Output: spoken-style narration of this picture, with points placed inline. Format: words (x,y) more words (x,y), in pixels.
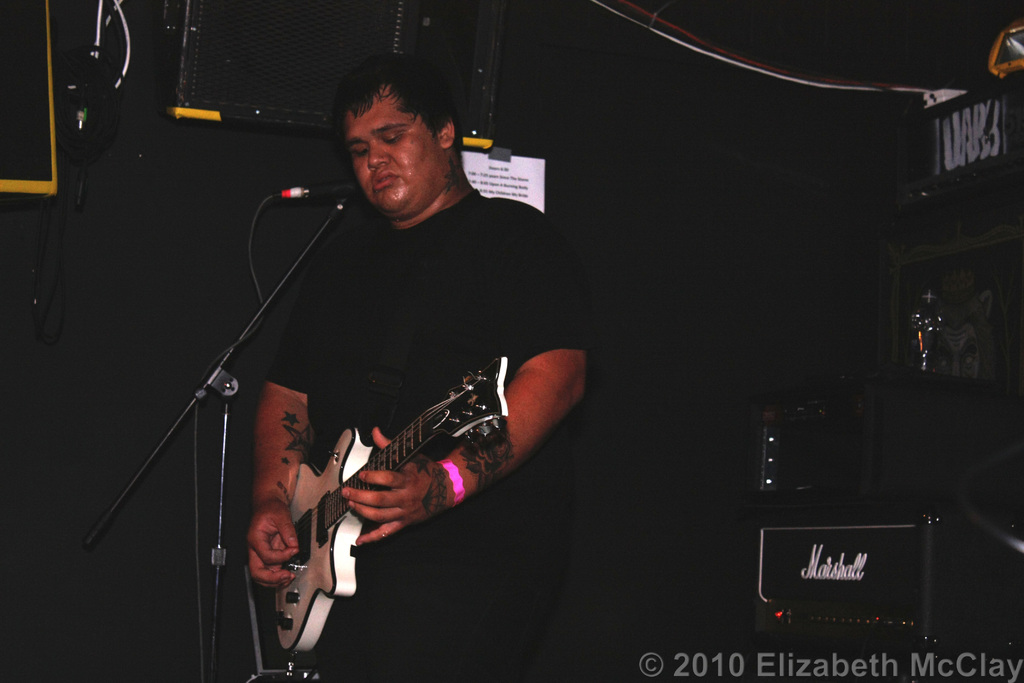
I could see a person (434,138) holding a guitar (395,458) in his hands (368,500) and dressed black in color standing in front of the mic (221,374) and the background (768,197) is black in color.
